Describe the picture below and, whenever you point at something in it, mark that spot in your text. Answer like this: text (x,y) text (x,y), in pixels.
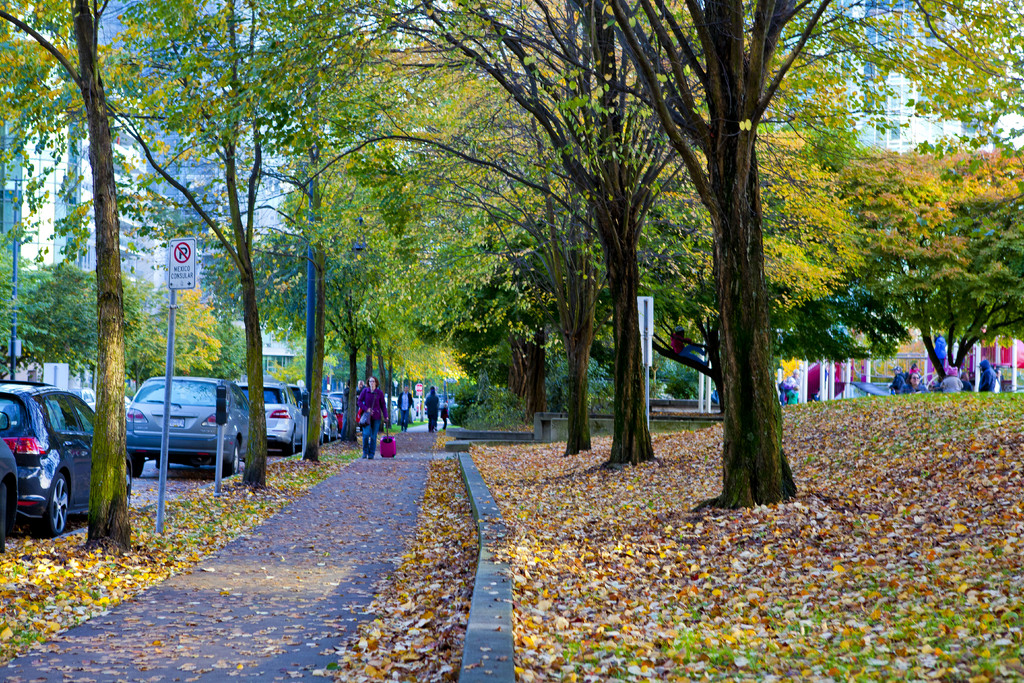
In this picture I can observe a path (364,538) on the left side (302,532). There are some dried leaves (590,540) on the land (472,543). On the left side (21,482) I can observe some cars (92,435) parked on the land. I can observe trees (254,415) in this picture. In the background (93,217) there are buildings (183,168).
